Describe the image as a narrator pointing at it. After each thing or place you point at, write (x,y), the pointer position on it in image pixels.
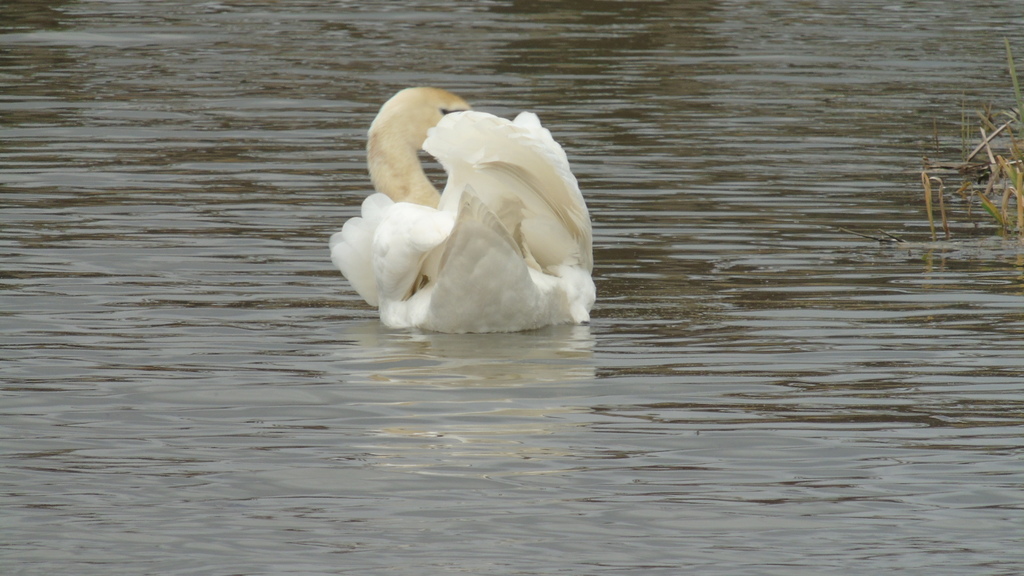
A white swan (440,208) is swimming on the water (156,28) and there are plants (1004,213) on the right (996,182).
